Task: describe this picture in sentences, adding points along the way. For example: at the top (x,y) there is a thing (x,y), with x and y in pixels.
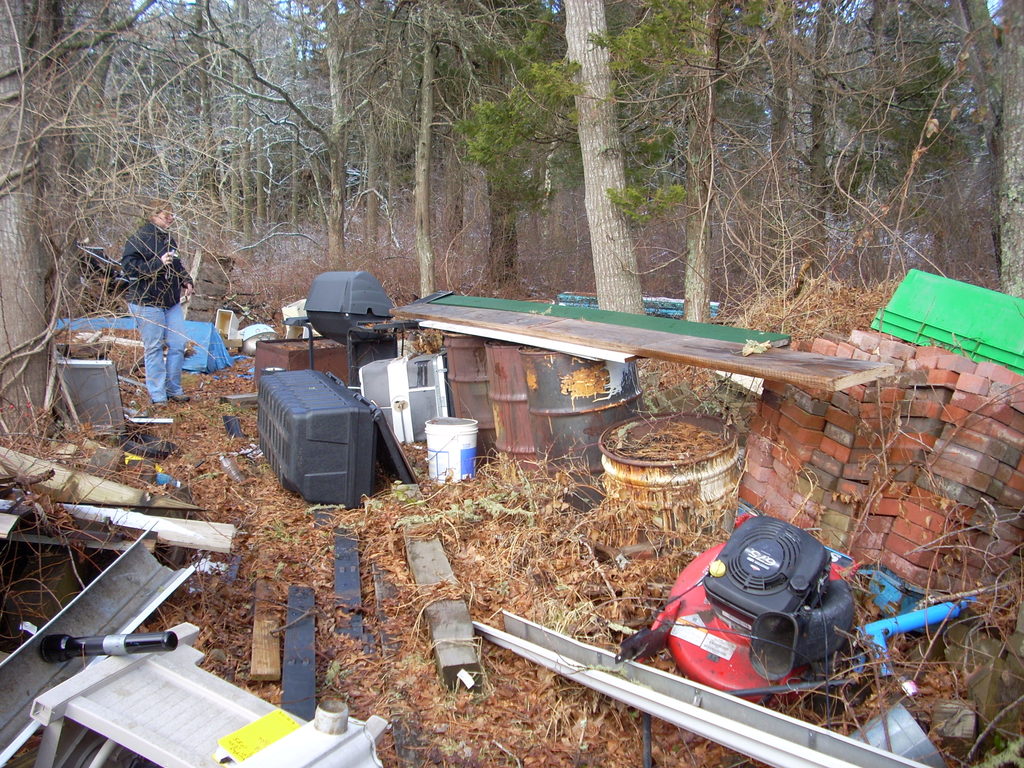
In this image, I can see a person (170,223) standing. There are metal barrels (456,367), bucket (437,443), box (365,446), a tool (133,637), bricks (807,470), wooden logs (479,326) and few other objects (81,371) on the ground (486,600). In the background (448,125), there are trees (600,125).
